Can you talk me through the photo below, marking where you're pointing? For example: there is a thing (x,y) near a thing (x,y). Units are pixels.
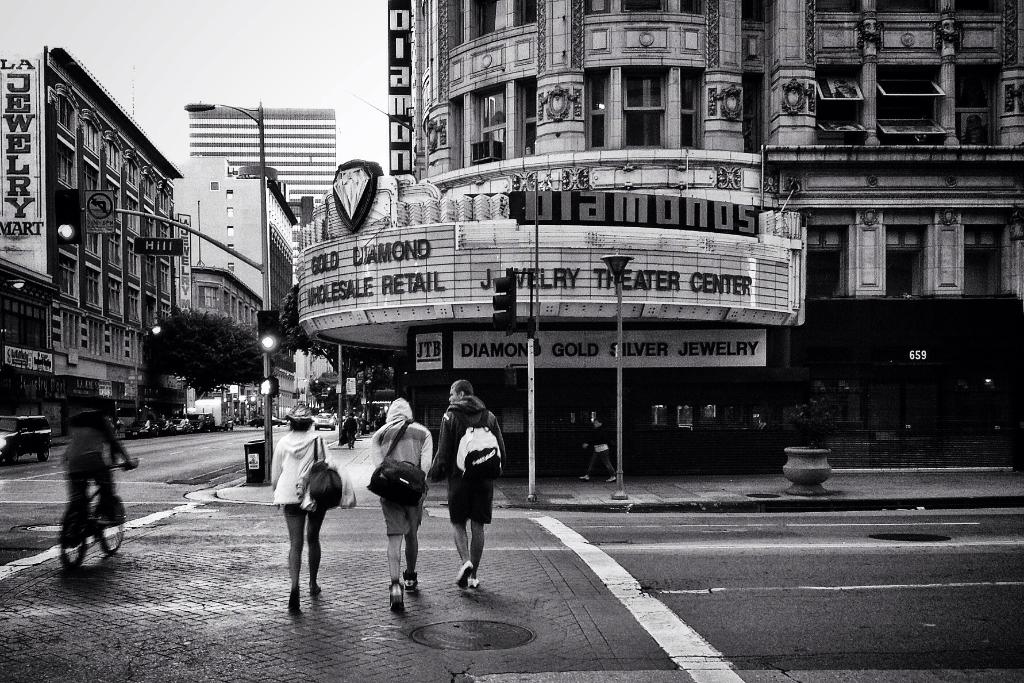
This is a black and white image. In this image there are roads (258,516). Three persons (398,524) wearing bags (381,481) and walking. Another person (76,438) is riding a cycle (87,527). There are light poles (262,275) and sign boards (548,297). Also there are buildings (253,211) with name boards (473,235). In the background (279,354) there are trees (238,349) and sky (277,47).
